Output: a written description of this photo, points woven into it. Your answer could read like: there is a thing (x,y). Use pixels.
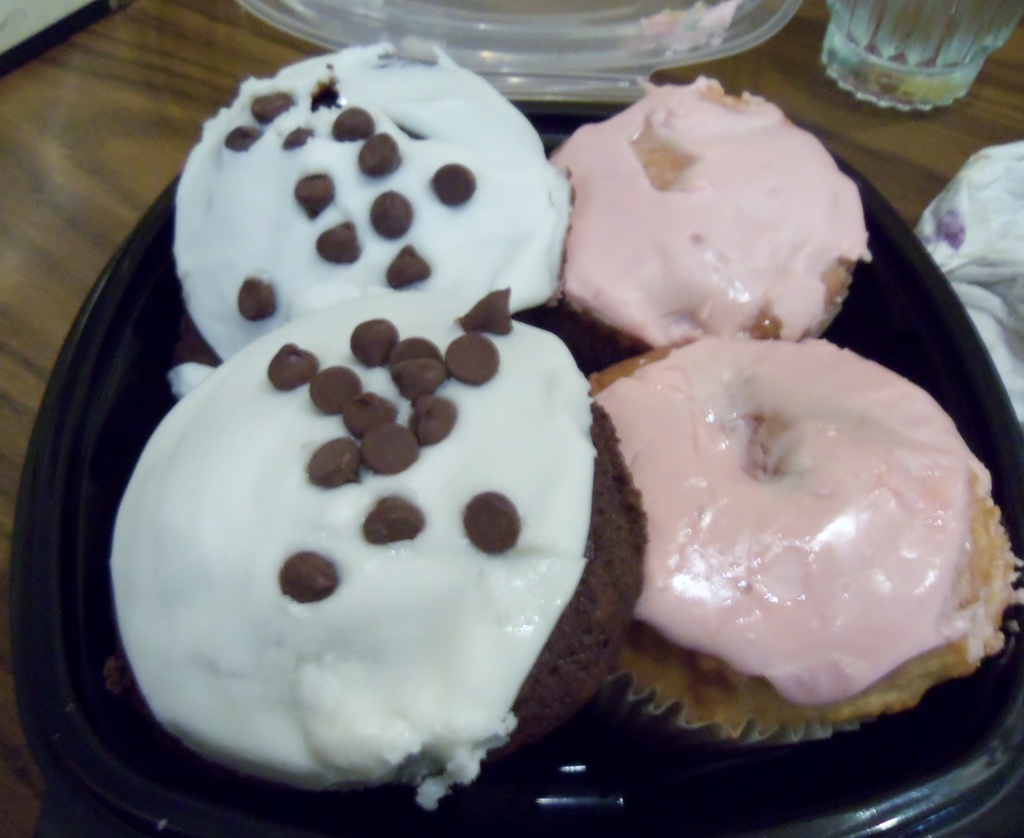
In this picture we can see some food items (665,367) in a bowl (474,803). There are glass objects (373,32) and an object (937,210) visible on a wooden surface (40,89).
